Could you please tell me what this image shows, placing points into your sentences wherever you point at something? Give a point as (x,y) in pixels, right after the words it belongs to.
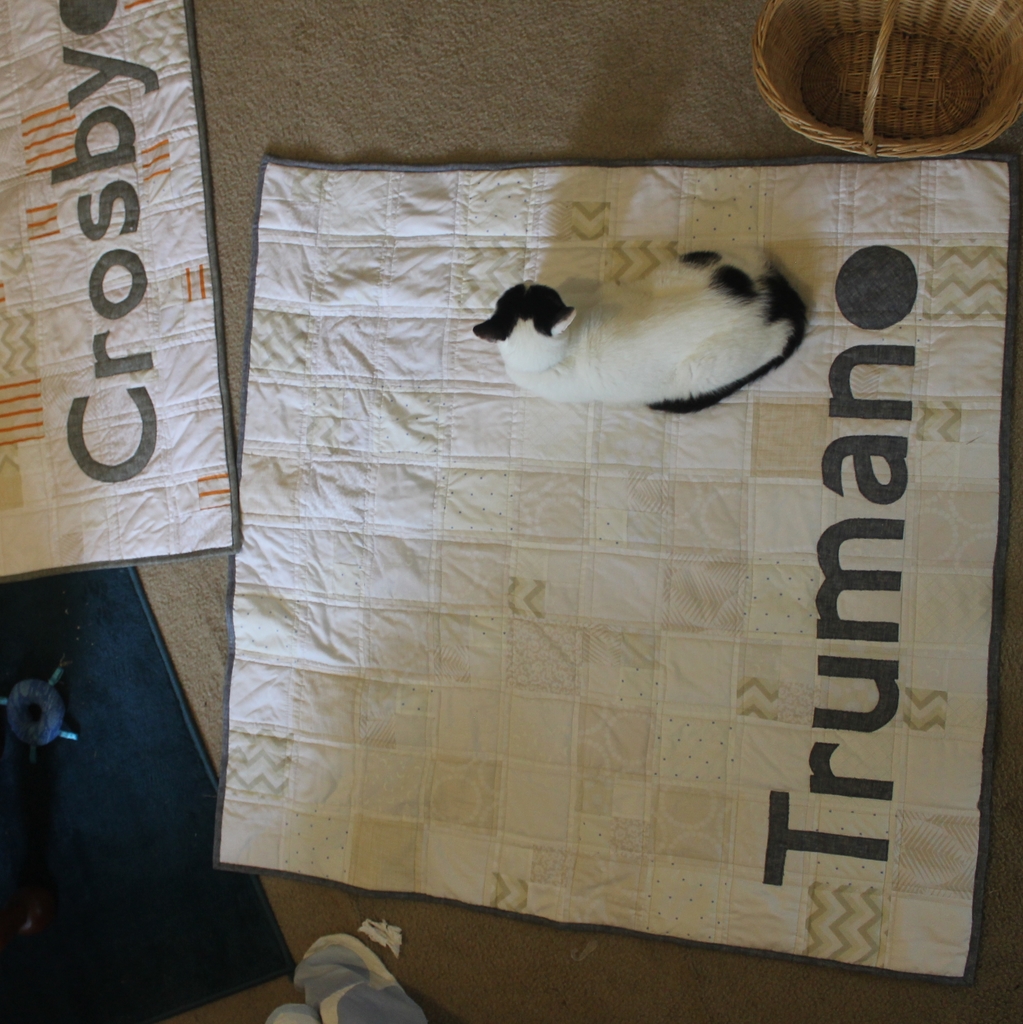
In the center of the image (616,351) a cat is present on carpet (388,498). At the top right corner (846,88) we can see a basket (814,79). In the background of the image (359,964) we can see cloth (343,962) and object (49,726).
